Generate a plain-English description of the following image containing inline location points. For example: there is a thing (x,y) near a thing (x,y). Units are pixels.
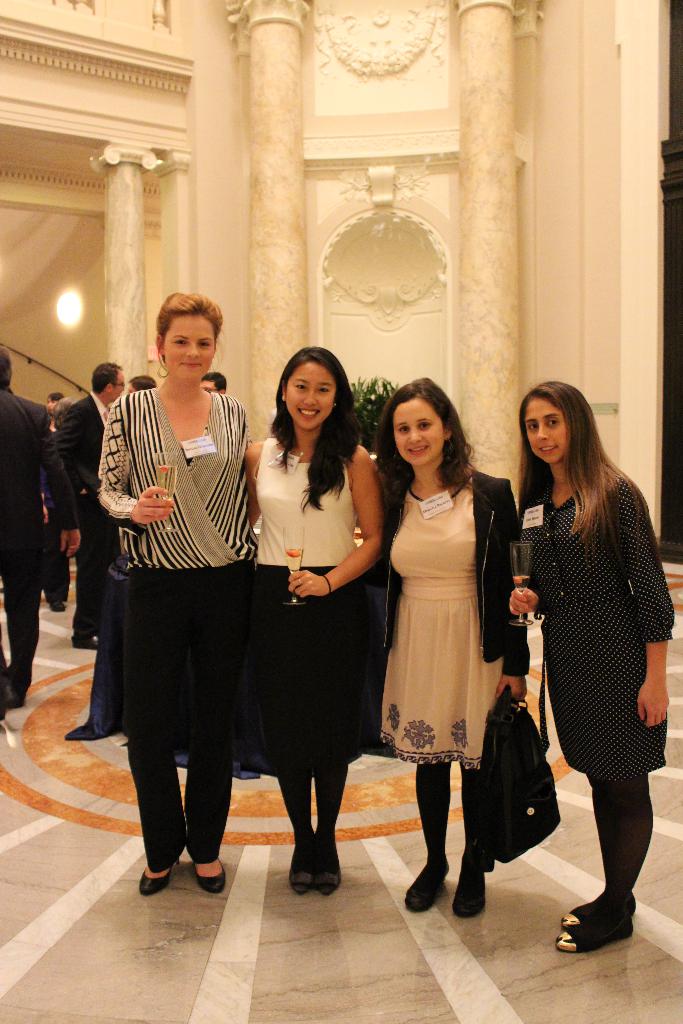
There are four women (154,407) in different color dresses (230,463), smiling, standing. three of them are holding glasses (520,576), which are filled with drink (527,581) and remaining is holding a bag (551,800), on the floor (82,855). In the background (79,600), there are other persons (112,527), there is a pillar (110,242), a light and there is wall (196,82).
